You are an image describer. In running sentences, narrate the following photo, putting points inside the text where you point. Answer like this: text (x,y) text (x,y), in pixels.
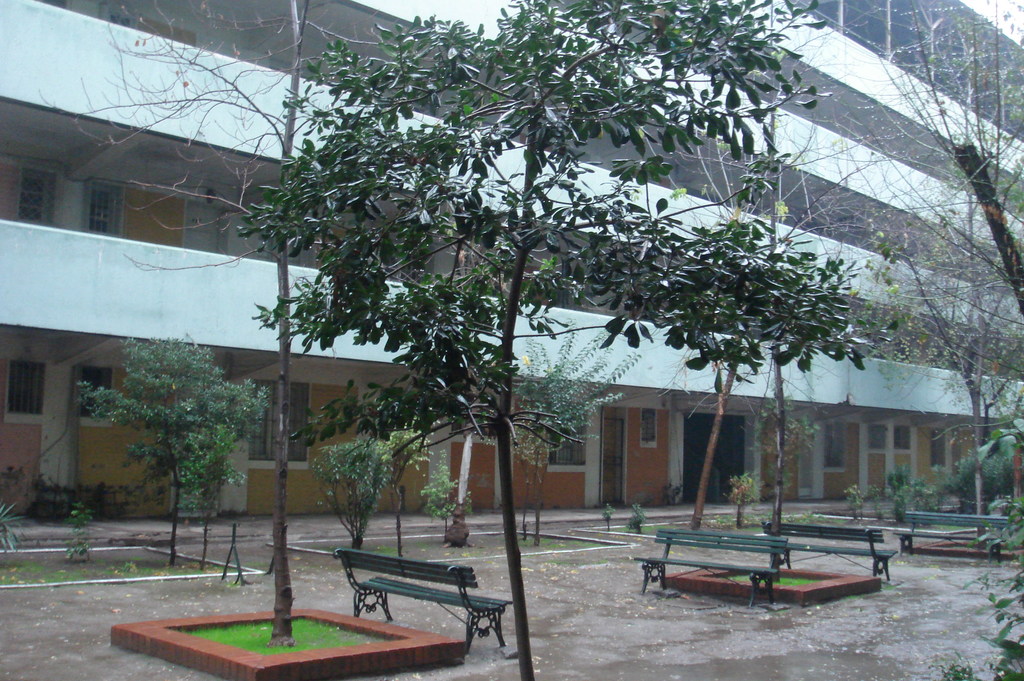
In this picture I can see trees (496,403), plants (560,381), benches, and in the background (966,209) there is a building (830,36).
